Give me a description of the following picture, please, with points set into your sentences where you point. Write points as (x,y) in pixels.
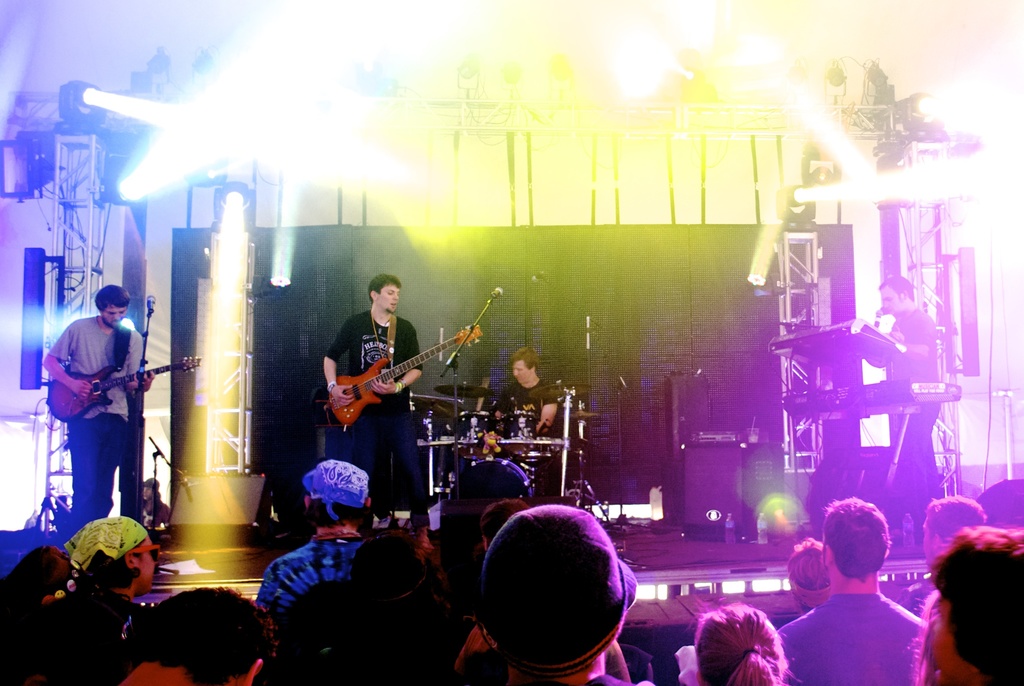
In this image on the stage (207,527) there are four men (93,361) on the left side (107,354) there are two men (376,348) who are standing and they are holding guitars (406,370). In front of them there are mics (453,399). On the right side (908,318) there is one man (886,296) who is standing in the middle (514,403) there is one man (511,399) who is sitting in front of him there are drums (497,427) in the bottom (466,604) there are some people (367,604) who are standing on the top (241,106) there are some lights (670,73).
